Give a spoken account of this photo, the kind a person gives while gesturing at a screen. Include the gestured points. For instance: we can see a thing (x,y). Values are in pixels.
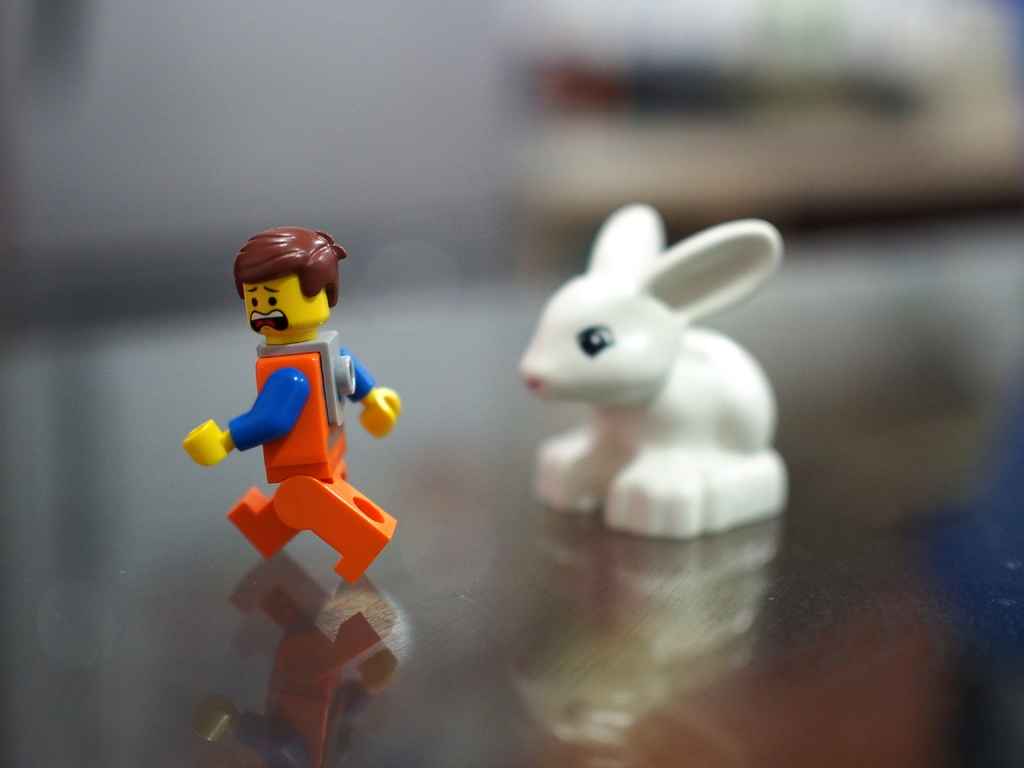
Here we can see toys (290,485). Background (714,131) it is blur.
